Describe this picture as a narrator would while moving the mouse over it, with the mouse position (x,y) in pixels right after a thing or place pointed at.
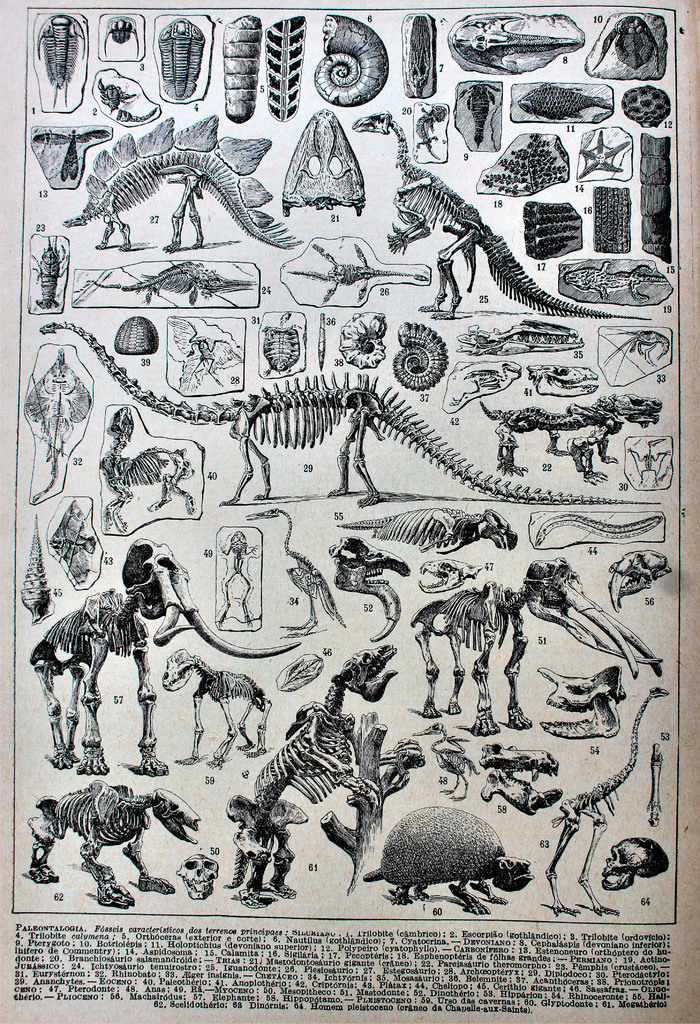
In this image, we can see a poster (368,781). Here we can see animals skeleton (347,586) that are labeled with numbers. At the bottom of the image (409,985), we can see some text (448,980).
